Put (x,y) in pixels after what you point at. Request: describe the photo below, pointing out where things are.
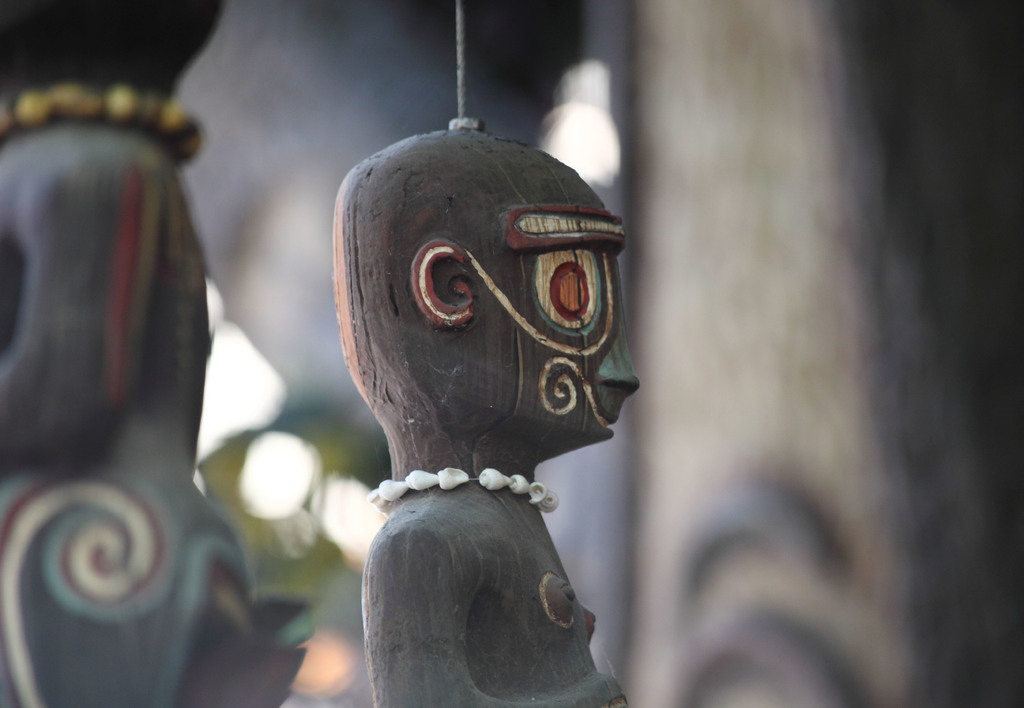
In this image I can see few toys (195,336) and the toys (399,478) are in brown and black color and I can see the blurred background (326,481).
